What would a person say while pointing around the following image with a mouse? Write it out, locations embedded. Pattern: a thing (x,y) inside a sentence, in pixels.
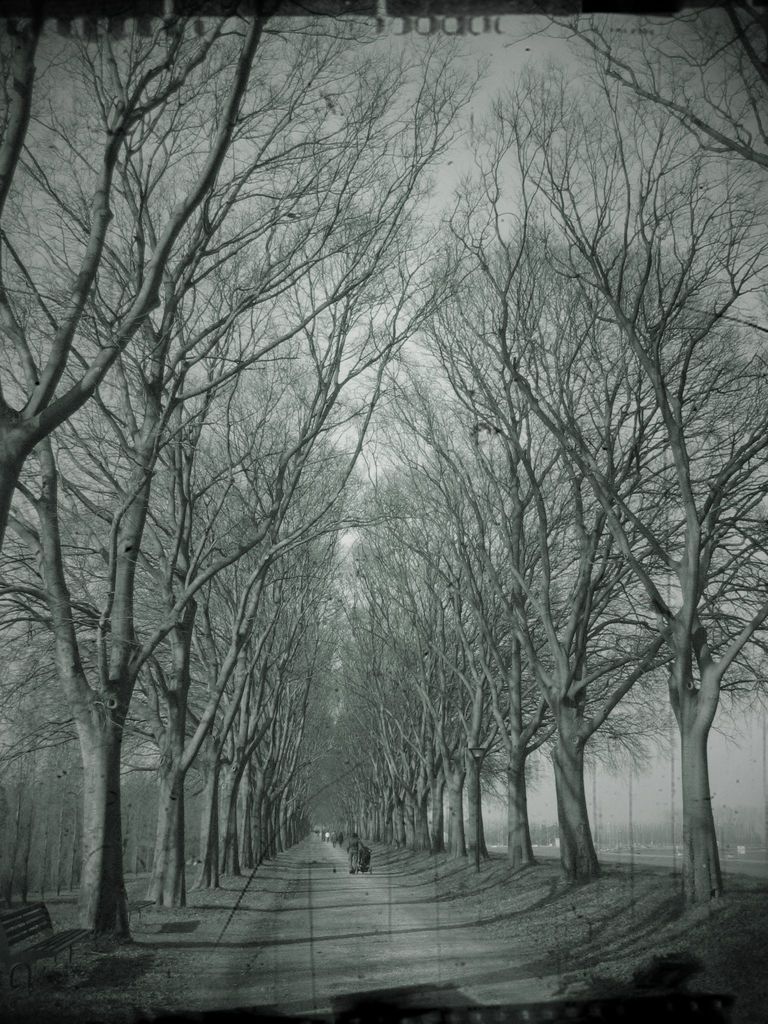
In this image we can see walkway (338,931) through which some persons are walking on left side of the image (58,948) there is bench (41,945) and there are some trees (384,704) on left (113,544) and right side of the image (540,523) and in the background of the image (380,469) there is clear sky (387,409).
